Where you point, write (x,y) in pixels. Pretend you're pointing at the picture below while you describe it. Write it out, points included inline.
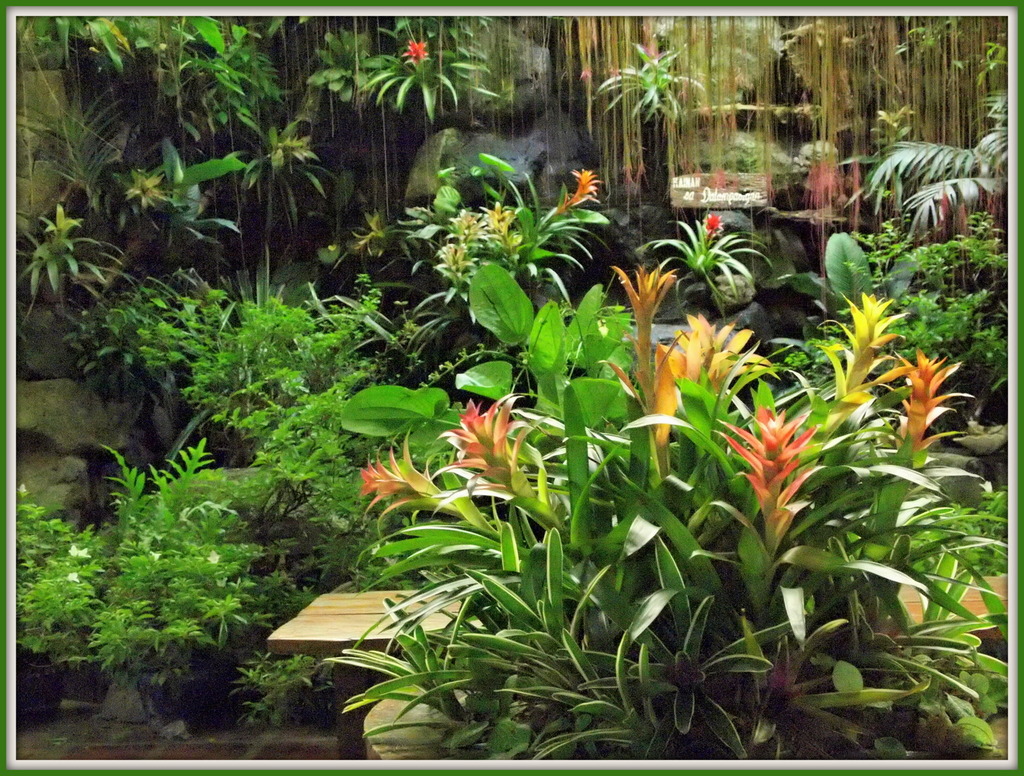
In this image I can see the flowers (648,355) to the plants (496,396). These flowers (699,363) are in red color. I can see the bench (343,635) in-between the plants (283,668). In the background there are rocks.
